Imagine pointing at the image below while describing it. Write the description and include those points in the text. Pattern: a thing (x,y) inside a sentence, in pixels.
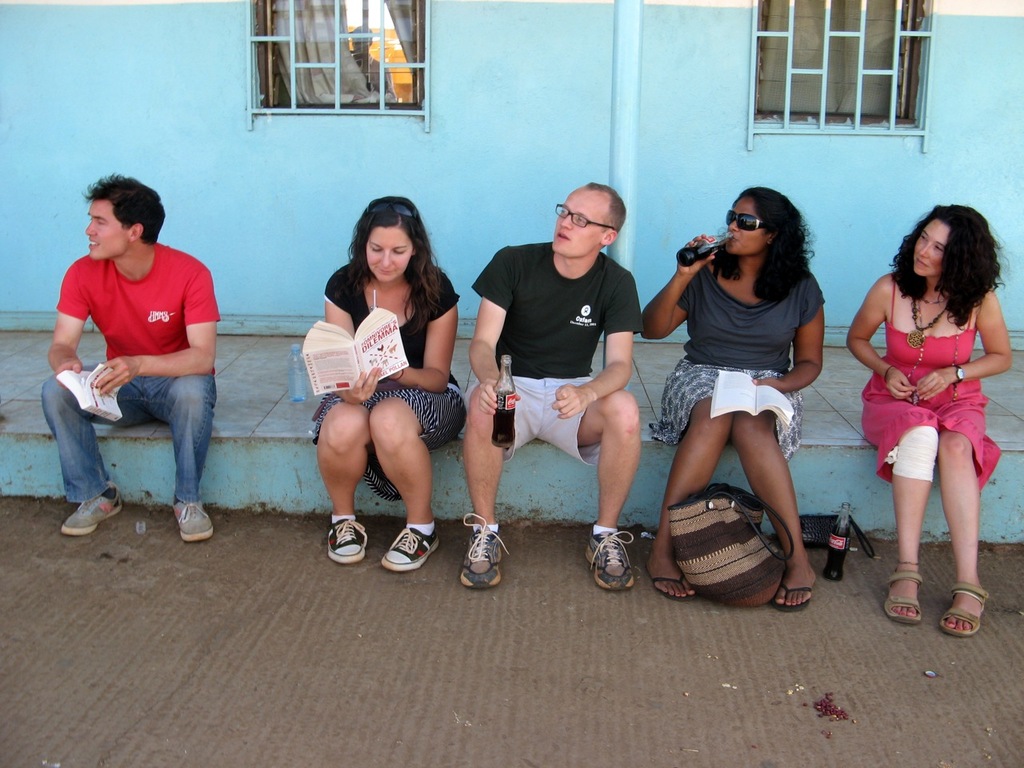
In the middle (356,459) I can see five persons (1000,342) are sitting on a ledge (991,531) and are holding some objects (503,437) in hand (517,399) and a bag (750,550). In the background (11,59) I can see a wall (879,339) and windows (373,49). This image is taken may be on the roadside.
